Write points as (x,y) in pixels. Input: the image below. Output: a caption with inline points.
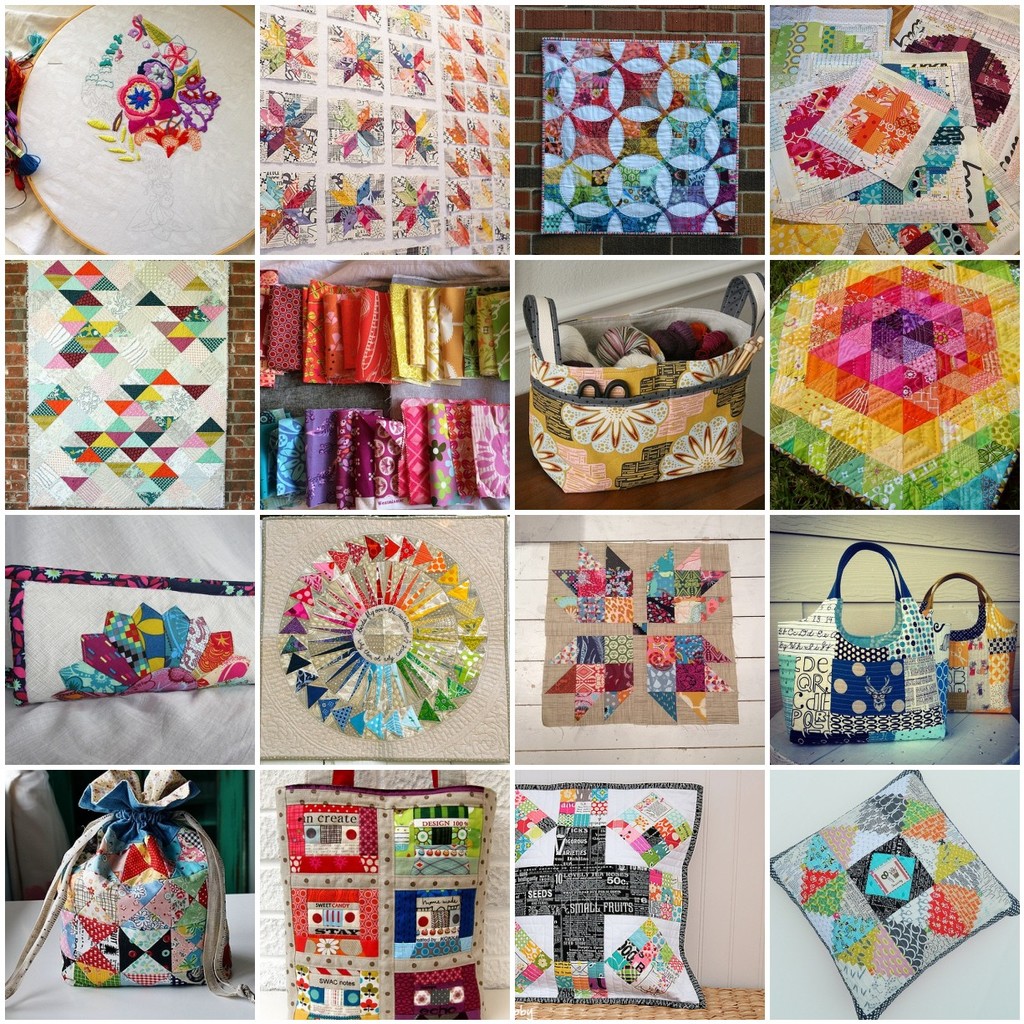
This is a collage picture. In this picture we can see different hand craft made items (574,437).
